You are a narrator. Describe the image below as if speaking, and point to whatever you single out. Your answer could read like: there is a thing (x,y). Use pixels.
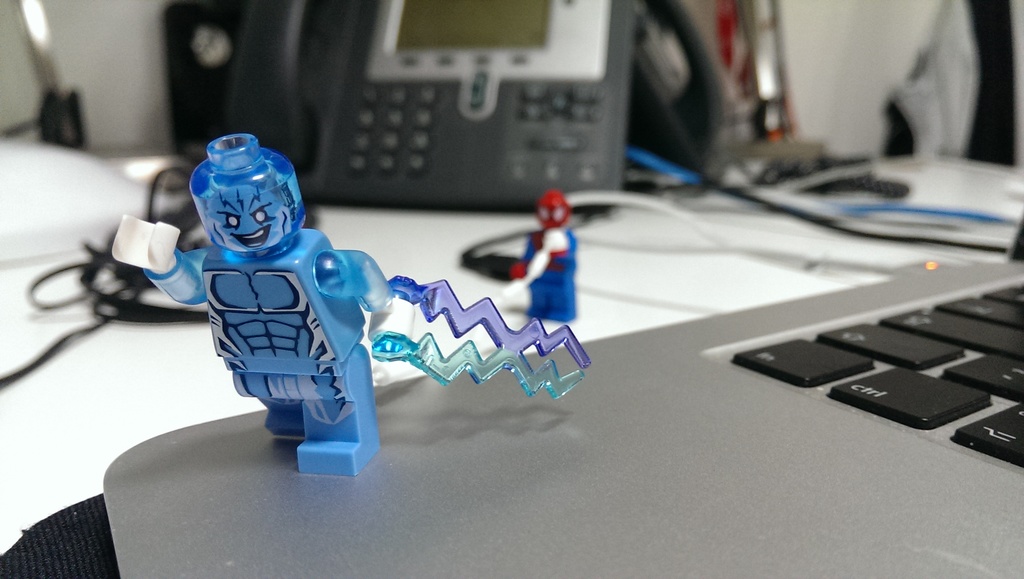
In this image there is a table (870,256), on that table (872,251) there is a laptop (706,517), toys (411,314) and a telephone (272,93).
